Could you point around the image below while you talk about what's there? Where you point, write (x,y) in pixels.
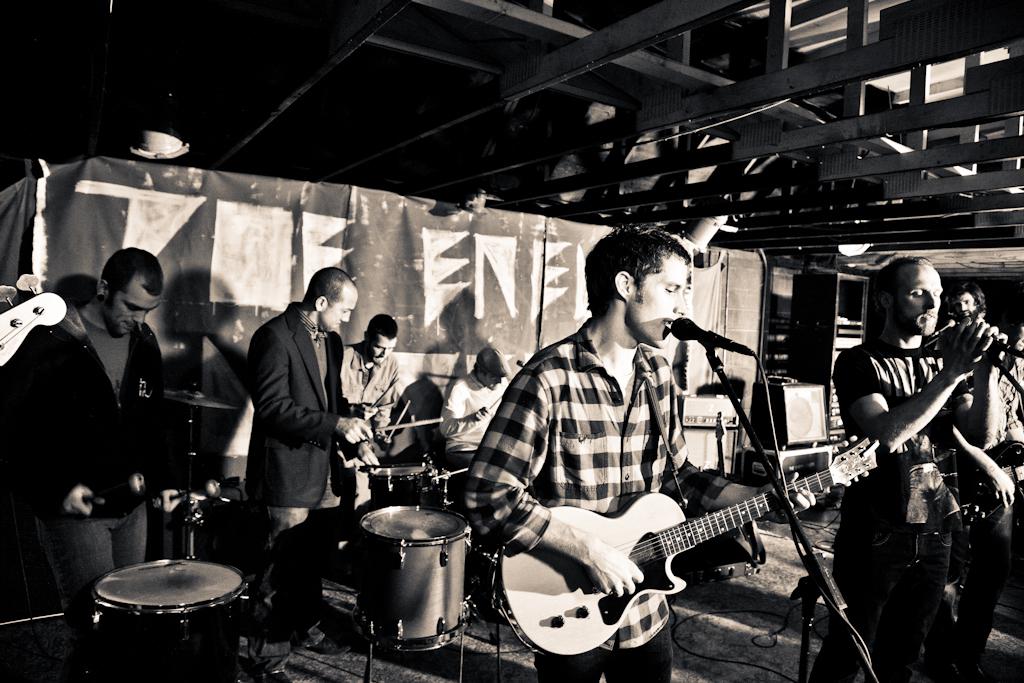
In the image we can see there is a person (611,402) who is standing and holding guitar (561,641) in his hand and another person (967,358) is holding mic (1000,342) in his hand (963,360). At the back (381,536) people (316,499) are playing musical instruments (112,643) and the image is in black and white colour.
